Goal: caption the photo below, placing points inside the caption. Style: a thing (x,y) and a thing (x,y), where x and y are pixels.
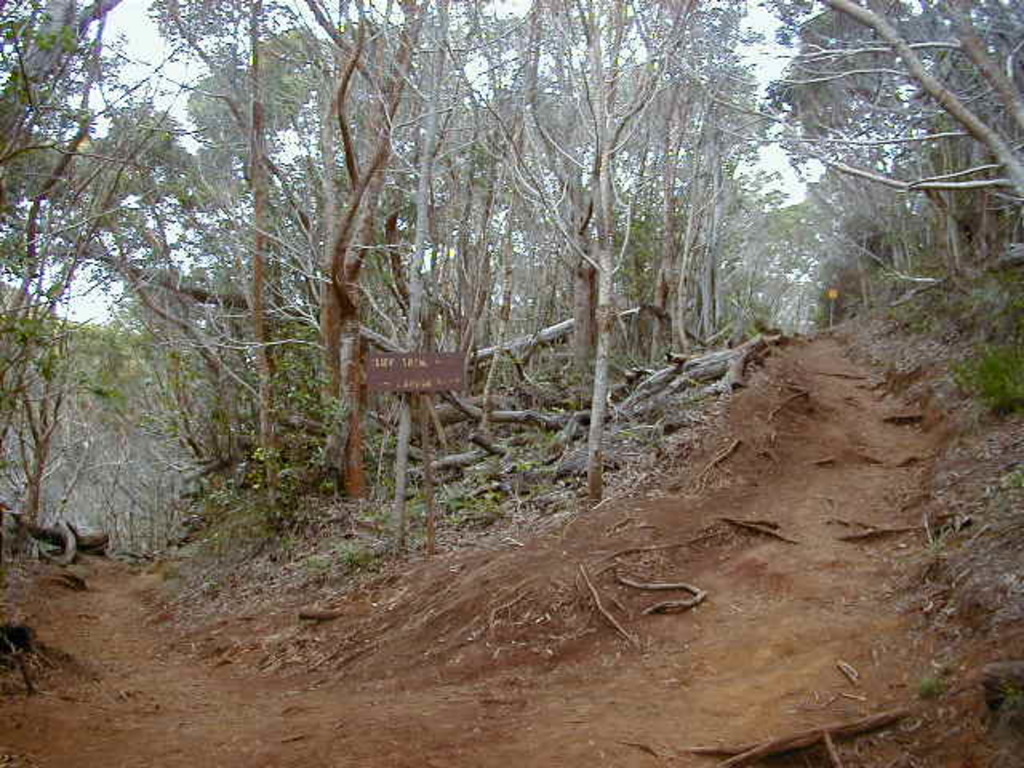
In this image, we can see a way (736,733) and we can see some trees (939,73), there is a sign board (427,375), at the top (506,56) we can see the sky (766,19).
